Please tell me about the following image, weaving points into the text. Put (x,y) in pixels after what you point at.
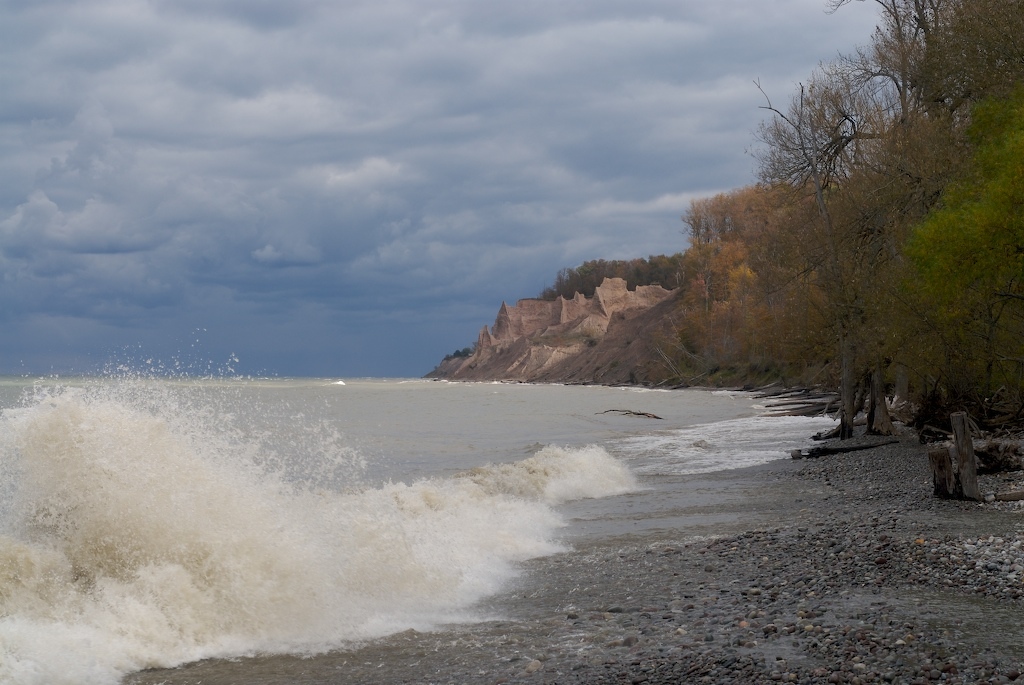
In this image I can see on the left side (186,550) there is the sea (328,499), on the right side (810,173) there are trees (763,301). At the top (530,153) it is the cloudy sky (514,162).
